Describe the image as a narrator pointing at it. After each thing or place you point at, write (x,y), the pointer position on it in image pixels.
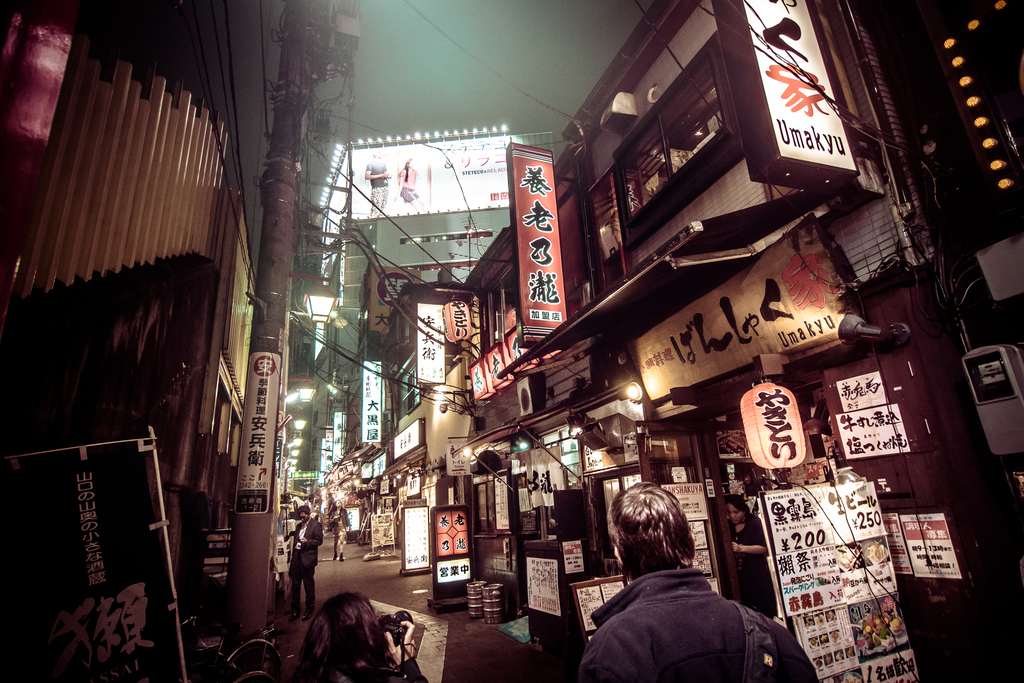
At the top (467,89) there is a sky (495,92). On either side of the road (373,580) we can see buildings (737,201), hoardings (504,357). We can see people (341,538) on the road (533,668).
